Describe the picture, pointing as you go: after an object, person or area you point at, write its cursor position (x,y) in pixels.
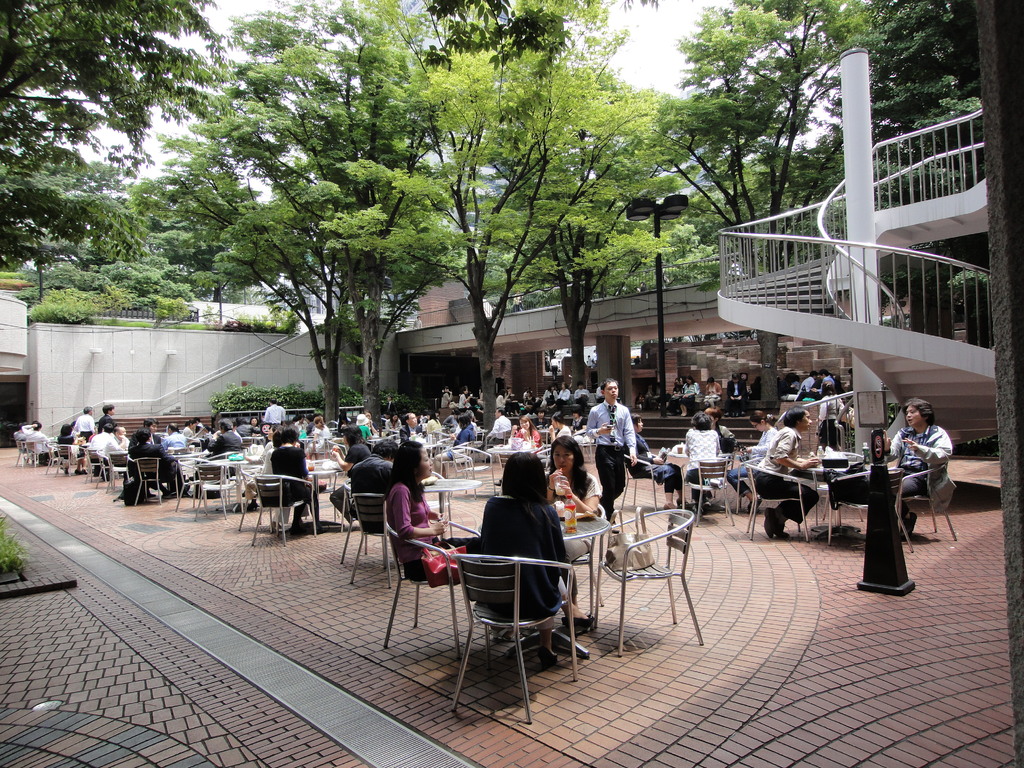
This picture shows an open area (82,480) where people (562,463) seated on the chairs (630,474) and we see a person (612,458) walking and few trees (920,49) around and we see a stairs (926,358).
